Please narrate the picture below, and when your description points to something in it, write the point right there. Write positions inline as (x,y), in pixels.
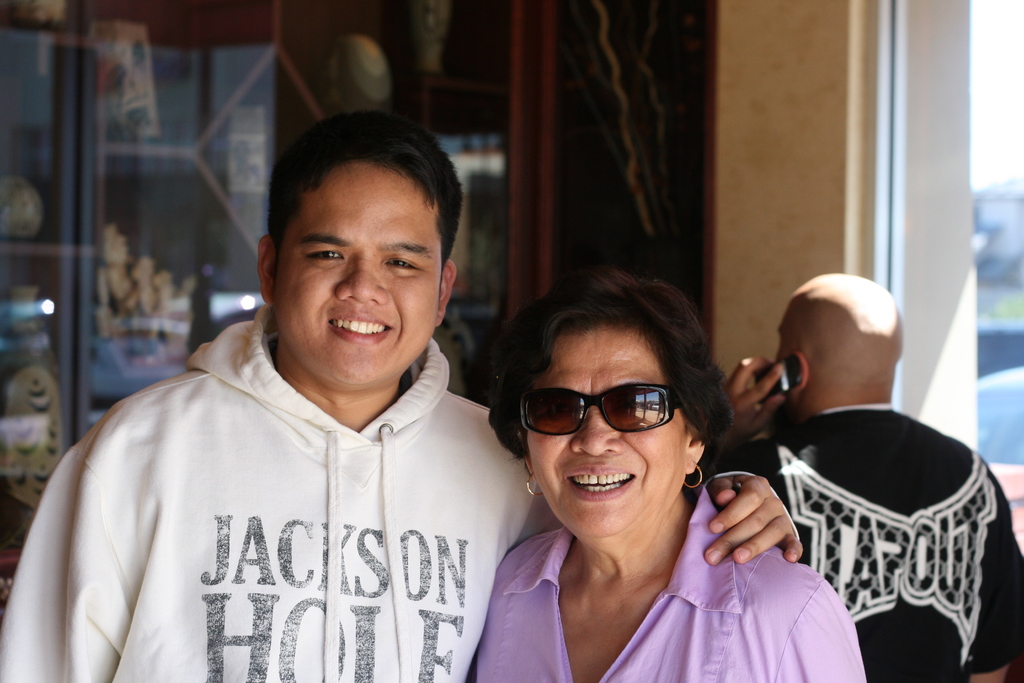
In this image we can see a man (411,222) and a woman (628,430). They are smiling. Here we can see a person (819,387) holding a mobile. In the background (748,331) we can see glass (102,353), wall (744,356), and other objects (601,28).
